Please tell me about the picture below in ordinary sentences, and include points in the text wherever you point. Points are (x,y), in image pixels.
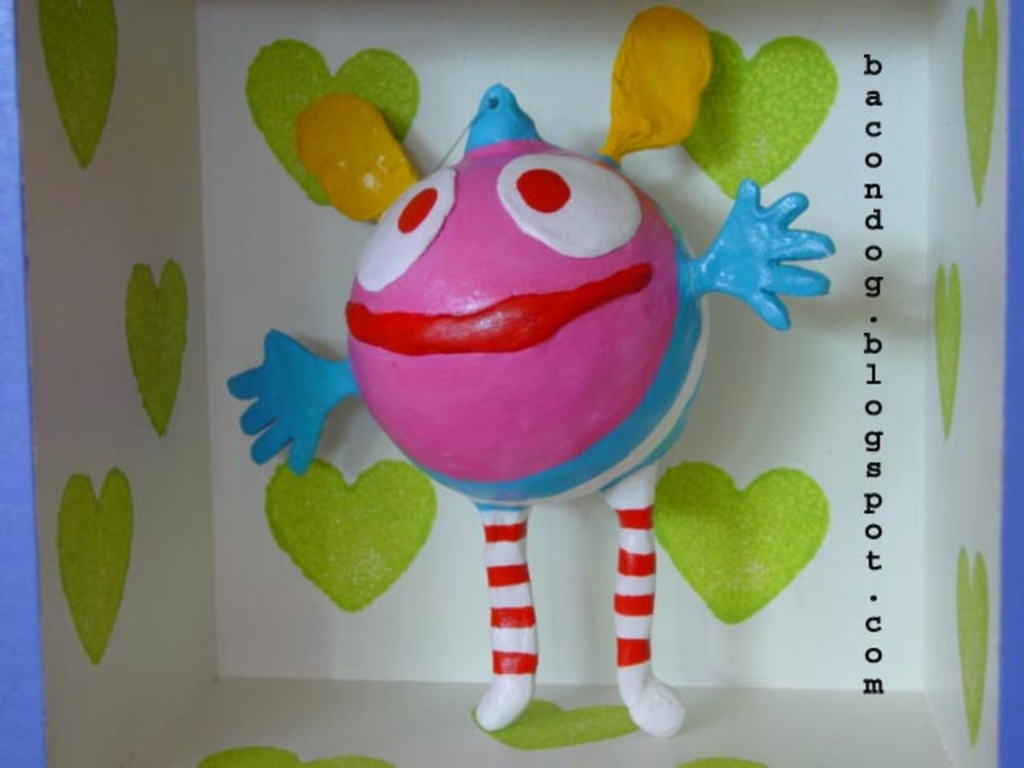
In the middle of the image (529,368) there is a toy (535,356) with pink, white, red, blue and yellow colors on it. In the background (158,599) and to the sides there is a white background (904,117) with green color heart symbols (828,84) on it. And to the right side of the image (875,73) there is an website address (862,337).
